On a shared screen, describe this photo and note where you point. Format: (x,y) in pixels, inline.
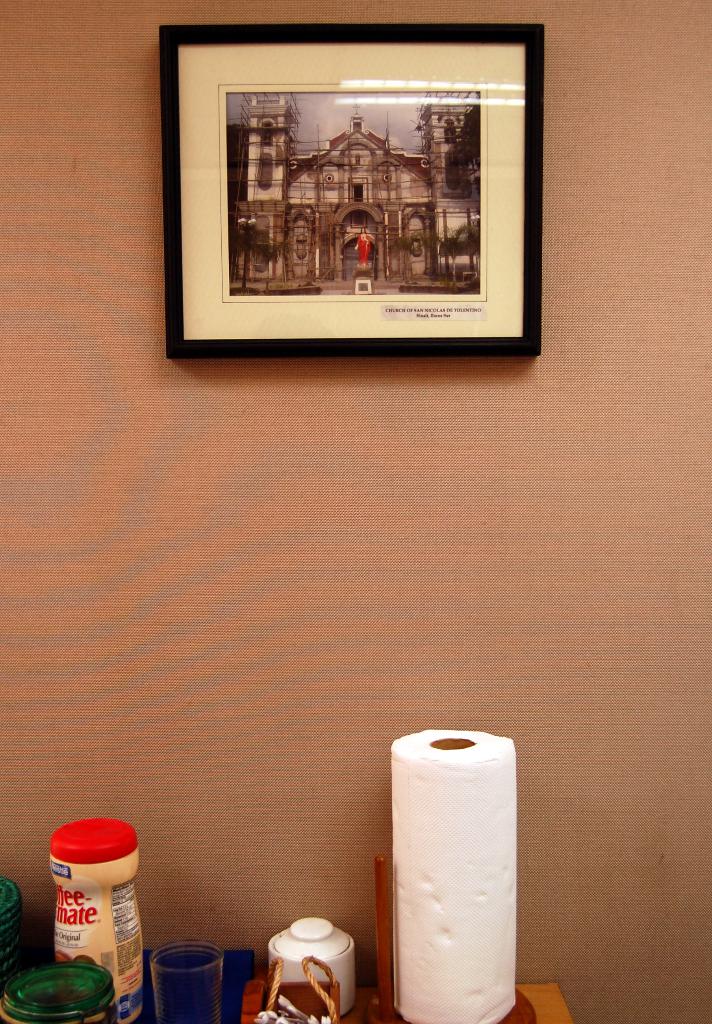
In this image we can see a wall (334,458). On the wall (399,430) we can see a photo frame (299,356). In the photo (301,266) we can see a building (334,261), statue (365,258) and trees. At the bottom (409,964) we can see few objects (412,992) on a surface (552,1005).
